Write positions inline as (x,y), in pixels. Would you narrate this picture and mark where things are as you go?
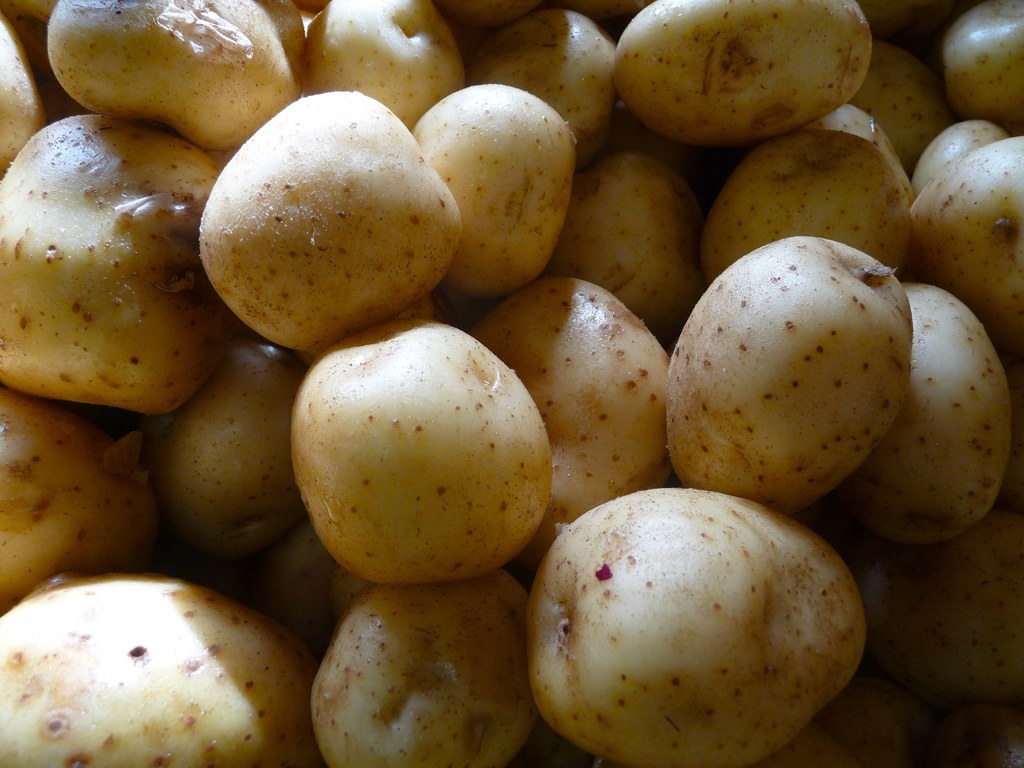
In the image there are many potatoes (616,409) in the front (626,332).
